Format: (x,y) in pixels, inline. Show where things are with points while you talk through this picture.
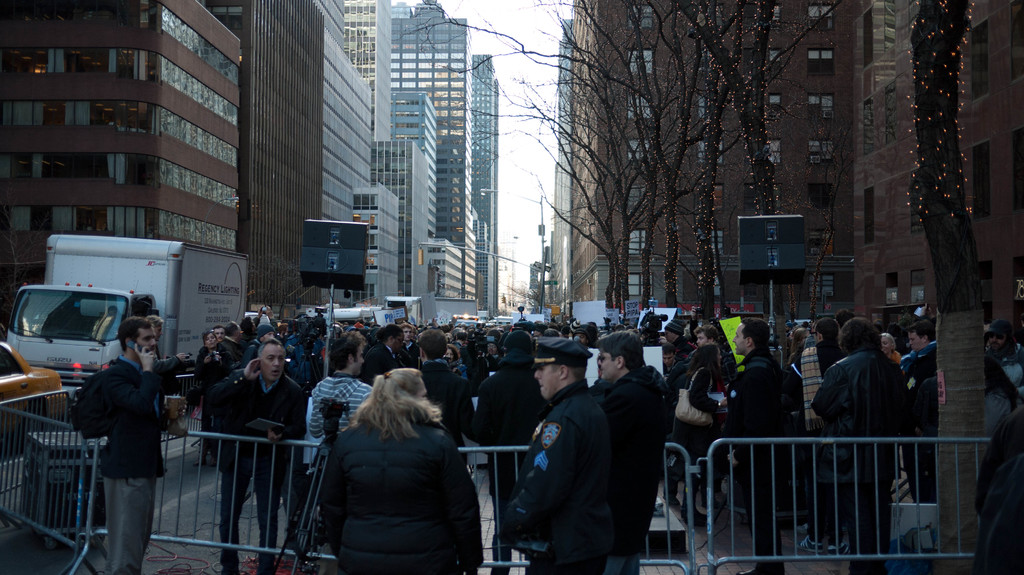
In this image in front (774,487) there is a metal fence (777,475). There are people (386,348) standing on the road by holding the placards (545,317). On the right side of the image (716,29) there are trees (682,84) with lights (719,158) on it. On both right and left side of the image (263,155) there are buildings (488,173). There are boards (336,251). On the left side of the image (215,272) there are vehicles (456,315). In the background of the image (531,24) there is sky (525,59).
